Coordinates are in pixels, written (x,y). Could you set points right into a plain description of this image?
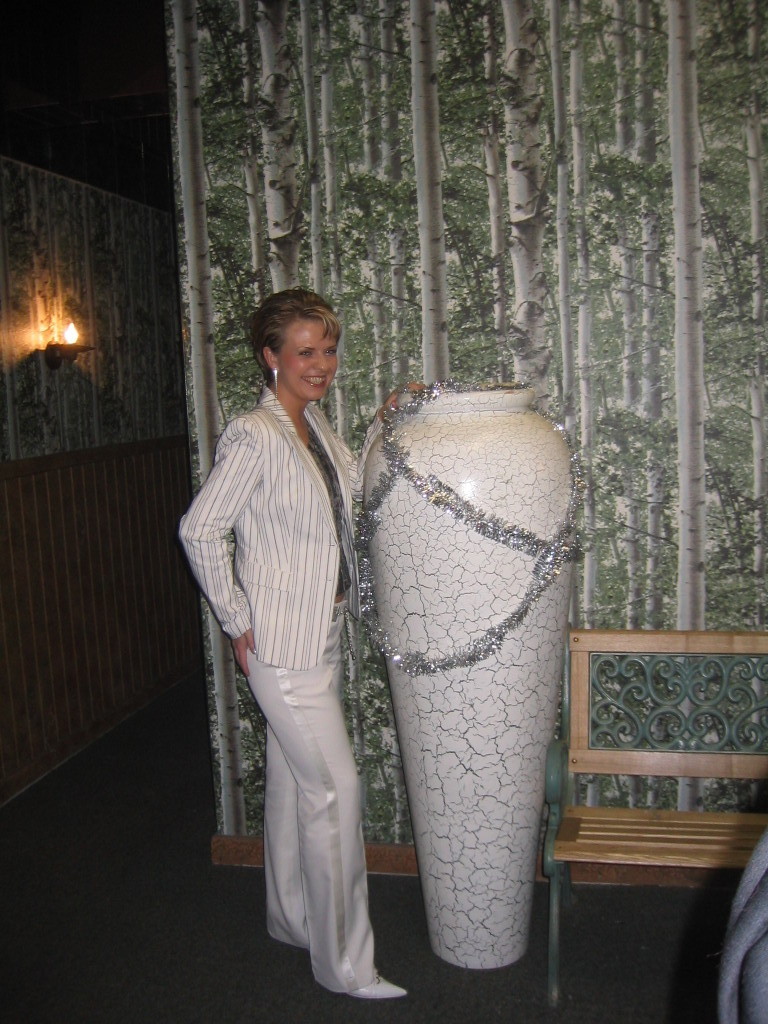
In this image I can see a woman (323,391) standing and posing for the picture in the center of the image (329,381). I can see a tree wallpaper (348,164) behind her, a vase (520,405) beside her with some decorating (482,528), a wooden bench (761,638) on the right hand side (628,861). I can see a lamp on the left hand side of the image (117,388) with a dark background.
